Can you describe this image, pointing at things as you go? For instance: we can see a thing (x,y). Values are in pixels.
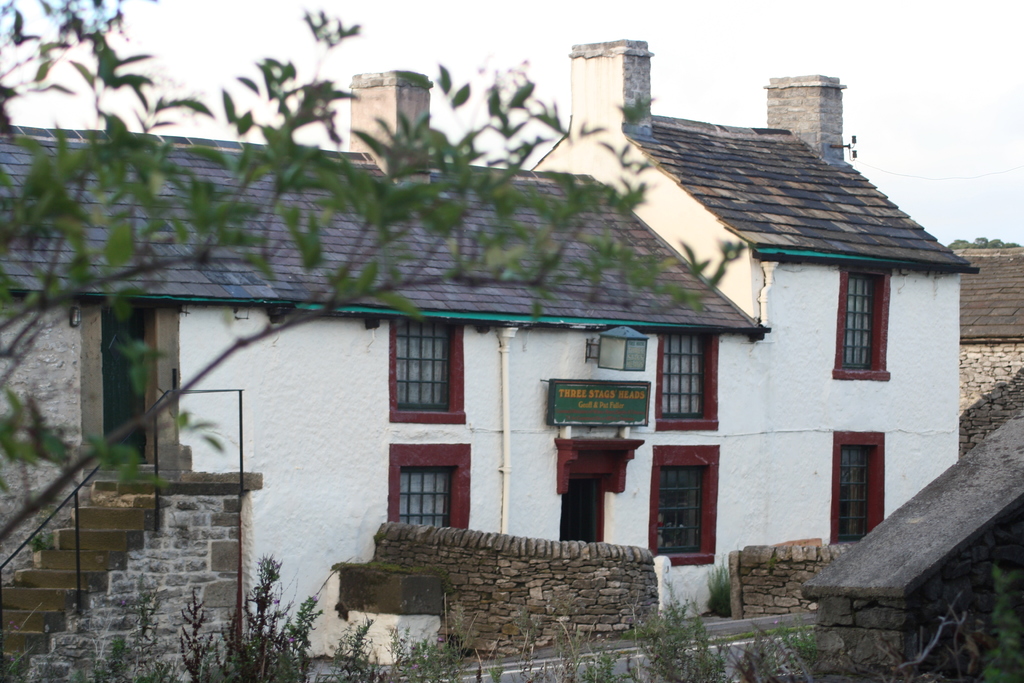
In this image we can see there are buildings (301,402) and trees (329,309). In the background (772,40) there is a sky (752,33).
